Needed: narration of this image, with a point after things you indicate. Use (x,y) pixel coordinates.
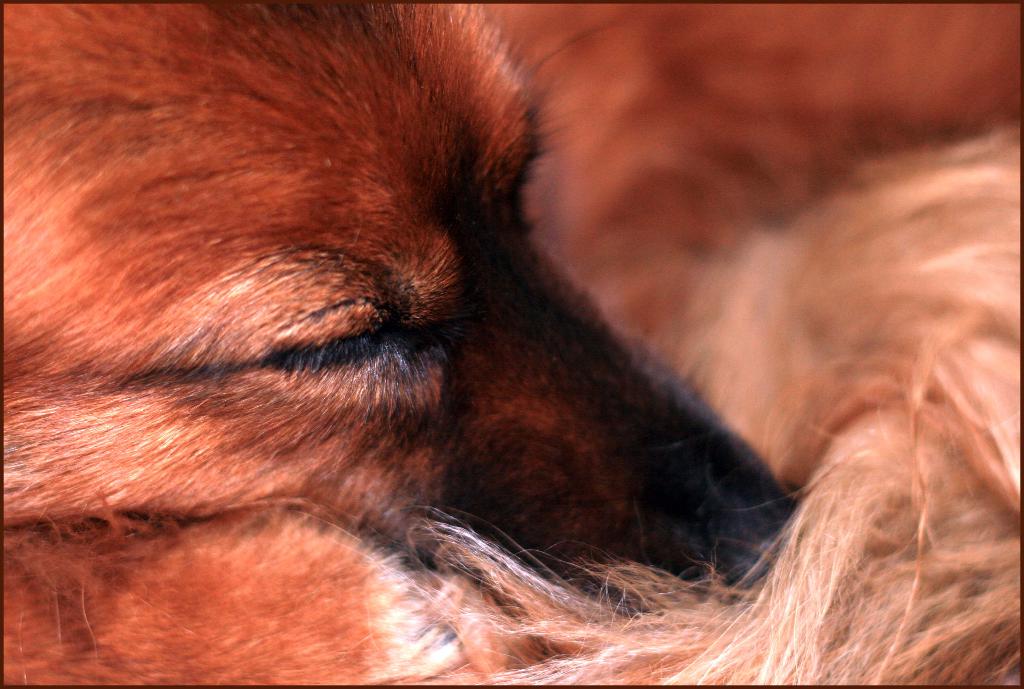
This image consists of a dog (833,336) in brown color. It is sleeping.
